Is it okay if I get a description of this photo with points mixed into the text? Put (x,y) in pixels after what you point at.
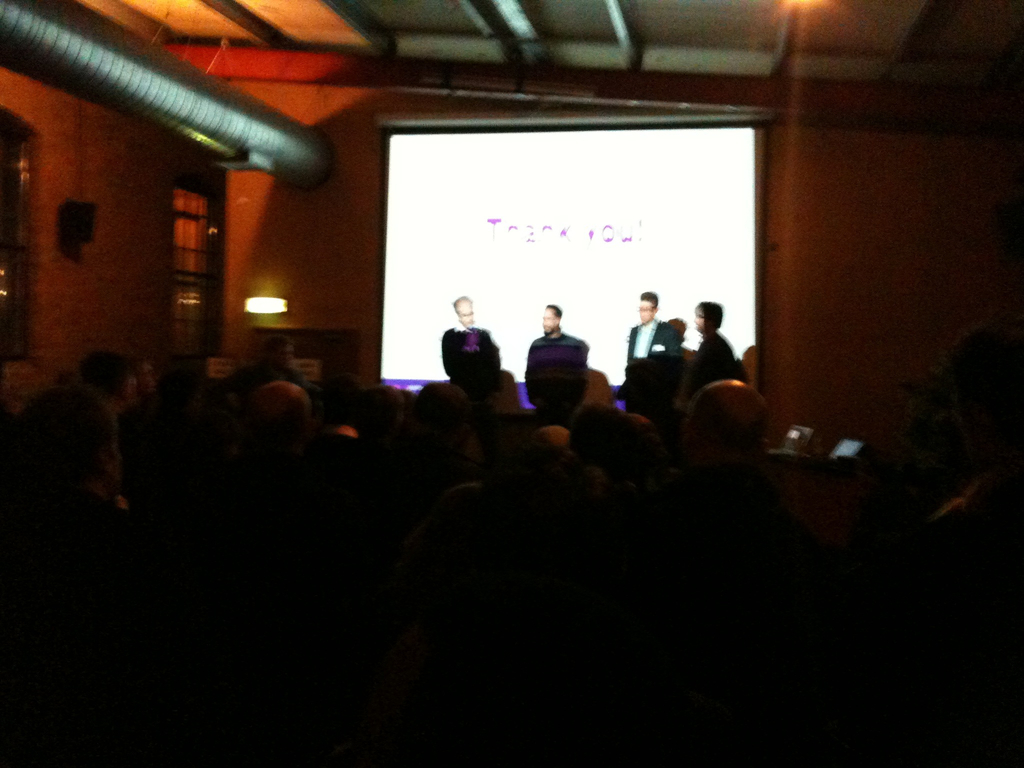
In this image in front (559,460) there are people (504,506). Beside them there are laptops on the table (808,489). In the background of the image (497,238) there is a screen (587,224). There is a light (283,308) and there is a wall (857,208).
